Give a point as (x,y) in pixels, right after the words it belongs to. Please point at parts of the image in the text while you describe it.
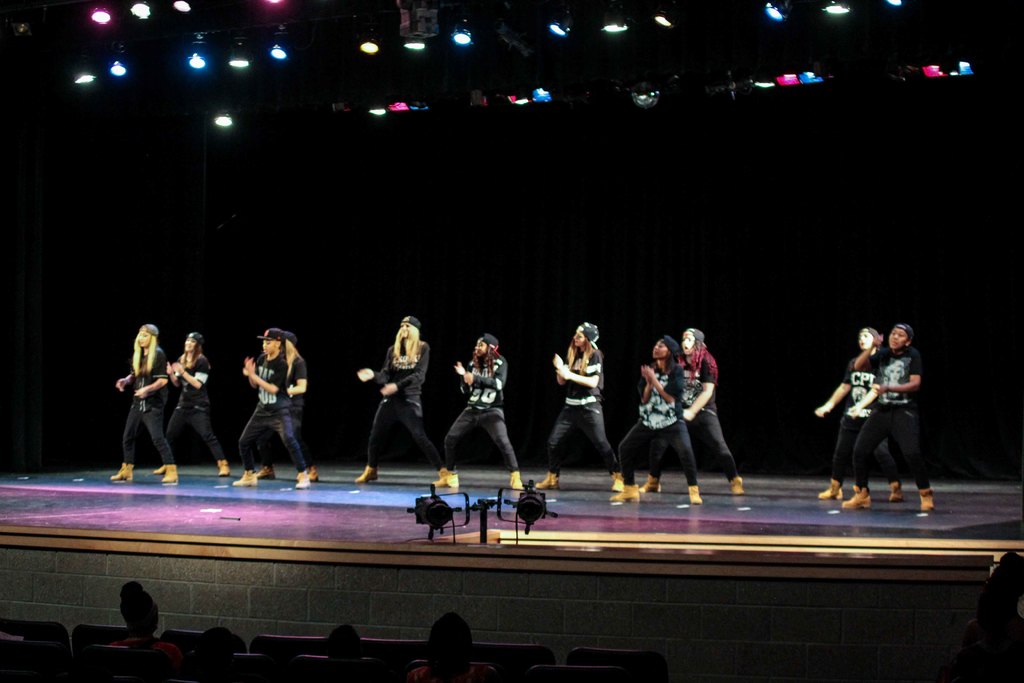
In this picture I can see few people (213,647) sitting on the chairs (38,659). I can see group of people (628,445) dancing on the stage (962,561). There are focus lights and some other objects (648,85).
